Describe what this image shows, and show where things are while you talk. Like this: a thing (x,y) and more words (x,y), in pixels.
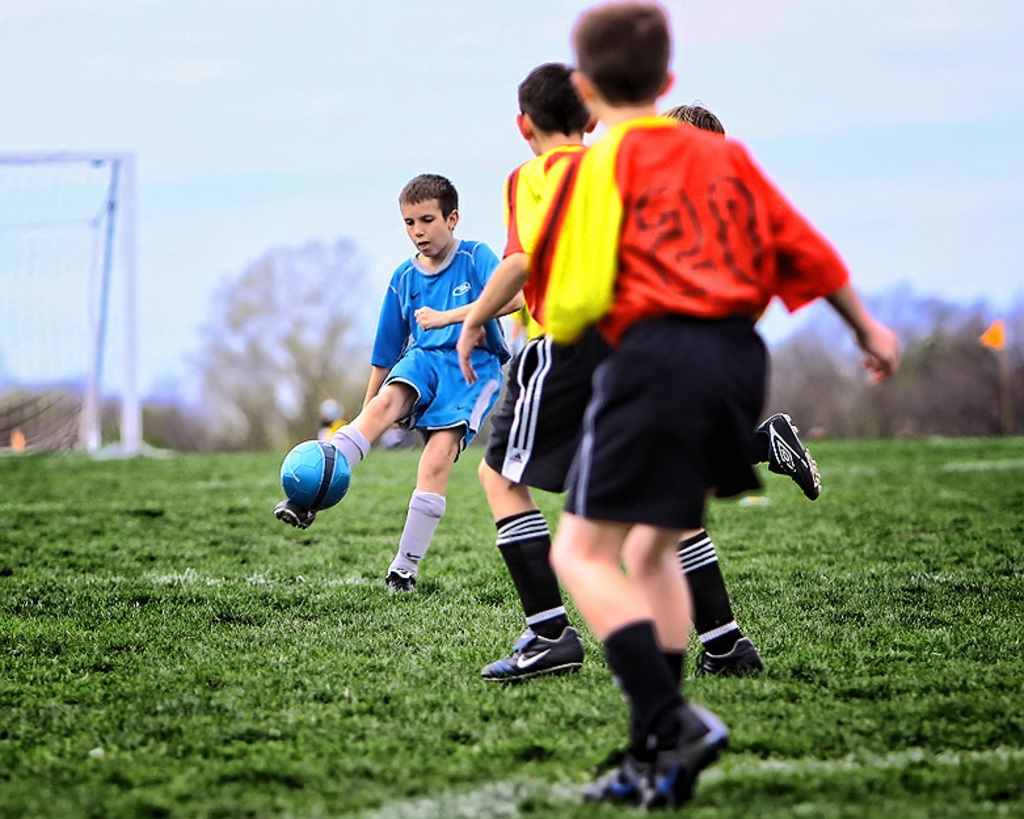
In this picture we can see some persons (578,433) are playing football. This is grass (113,583) and there is a mesh (59,332). On the background (46,350) there are trees (926,311) and this is sky (904,173).
